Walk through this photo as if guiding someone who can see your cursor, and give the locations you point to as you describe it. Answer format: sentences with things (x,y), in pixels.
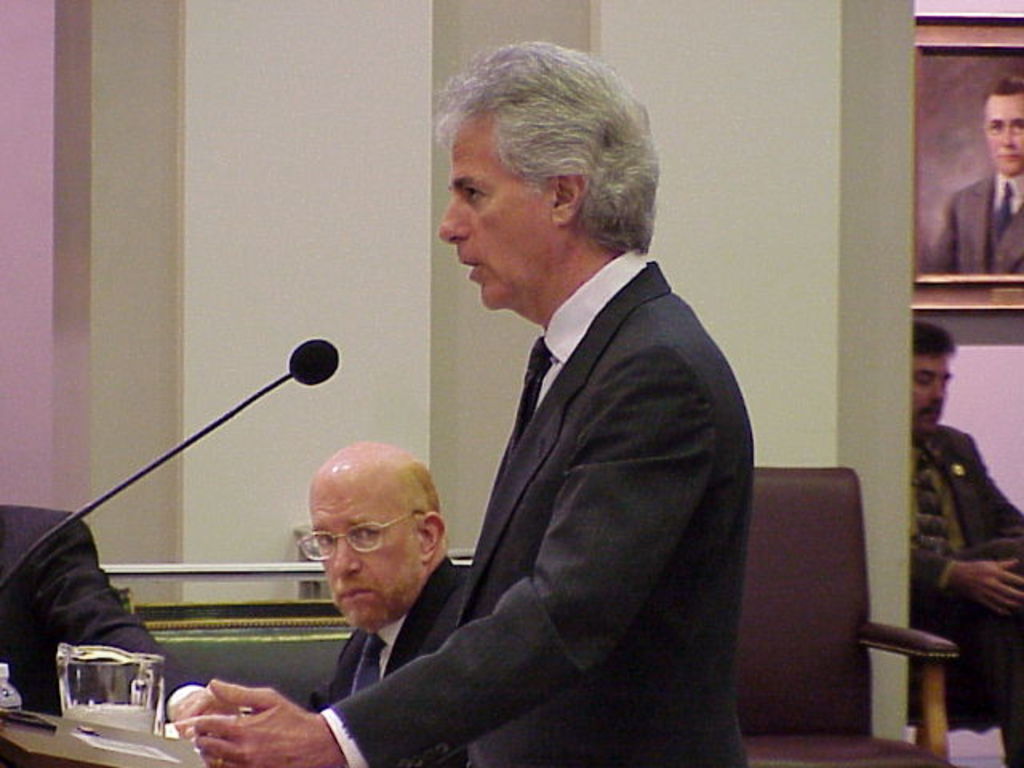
In this image, there is a person (624,425) wearing clothes (609,451) and standing in front of the mic (301,355). There is a person (354,572) at the bottom of the image (343,549) wearing spectacles (365,531). There is a chair (770,652) in the bottom right of the image (781,637). There is a photo frame (959,107) in the top right of the image (960,144). There is an another person (951,448) on the right side of the image (947,461) sitting and wearing clothes (945,560).
